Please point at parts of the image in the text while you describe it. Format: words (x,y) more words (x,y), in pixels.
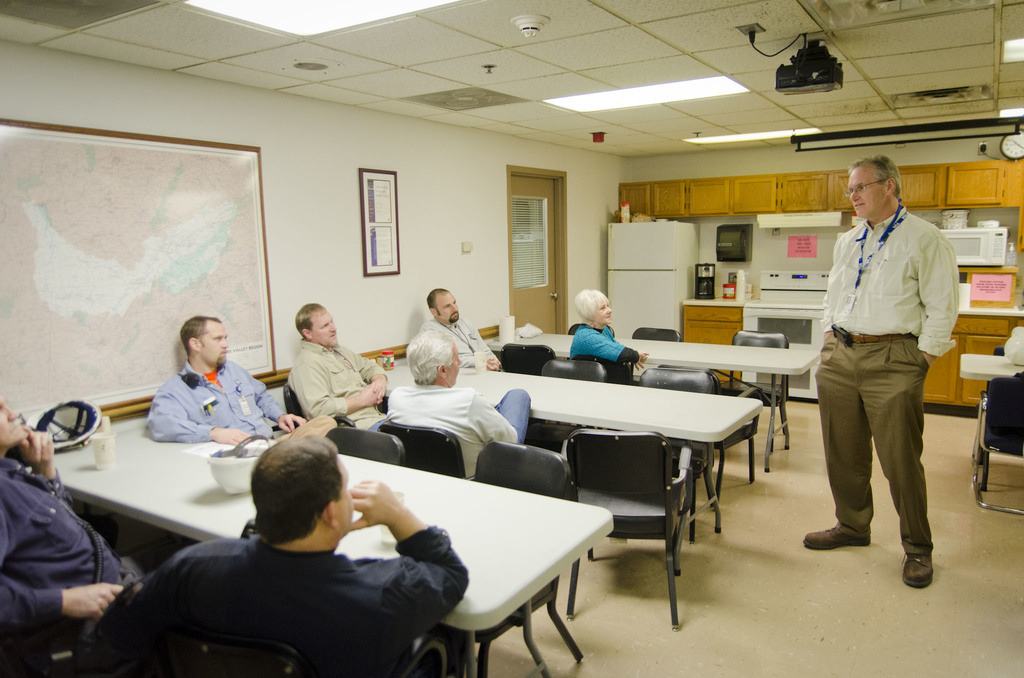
In this image, group of people (301,594) are sat on black chairs (631,488). There are few tables (90,481), few items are placed on it. At the background (952,358), we can see a kitchen platform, we can see microwave oven (963,239), refrigerator (655,296), few items (721,235), cupboard (761,205) and a person (881,345) is standing, he is talking with them. At the middle (538,267), we can see door (525,261) photo frame (364,253). On left side (207,289) there is a map (167,290). At roof (646,111) we can see projector (799,81) and lights (570,96).
